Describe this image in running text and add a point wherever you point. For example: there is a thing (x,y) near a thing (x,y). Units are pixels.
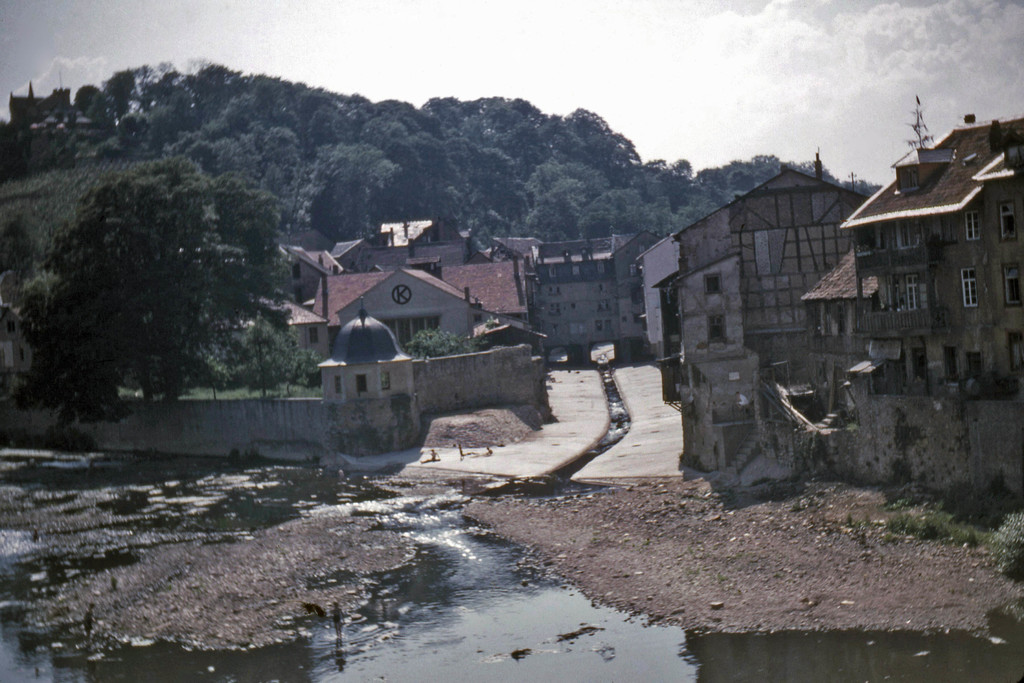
In this picture we can see water (420,652) at the bottom (442,653), in the background (195,220) there are some trees (496,188) and buildings (497,341), we can see the sky (488,57) at the top of the picture (602,15), we can see grass (938,517) here.
